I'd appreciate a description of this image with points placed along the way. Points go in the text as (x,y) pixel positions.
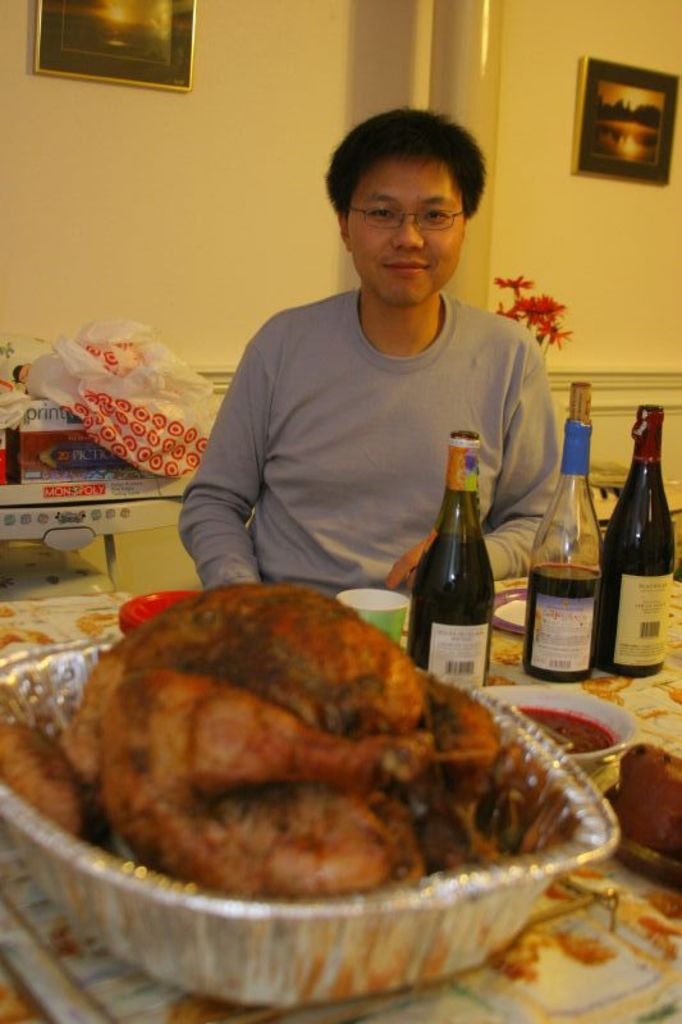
It is a closed room (202,316) a person (469,420) is sitting on a chair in front of him there is a table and meat (213,813) is there some wines bottles (418,610) are present, beside him there is a wall (193,225) and paintings (631,111) on it and some flowers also present beside him and the left corner of the image (132,462) there is a table (50,510) on it some stuff (60,441) is present.
